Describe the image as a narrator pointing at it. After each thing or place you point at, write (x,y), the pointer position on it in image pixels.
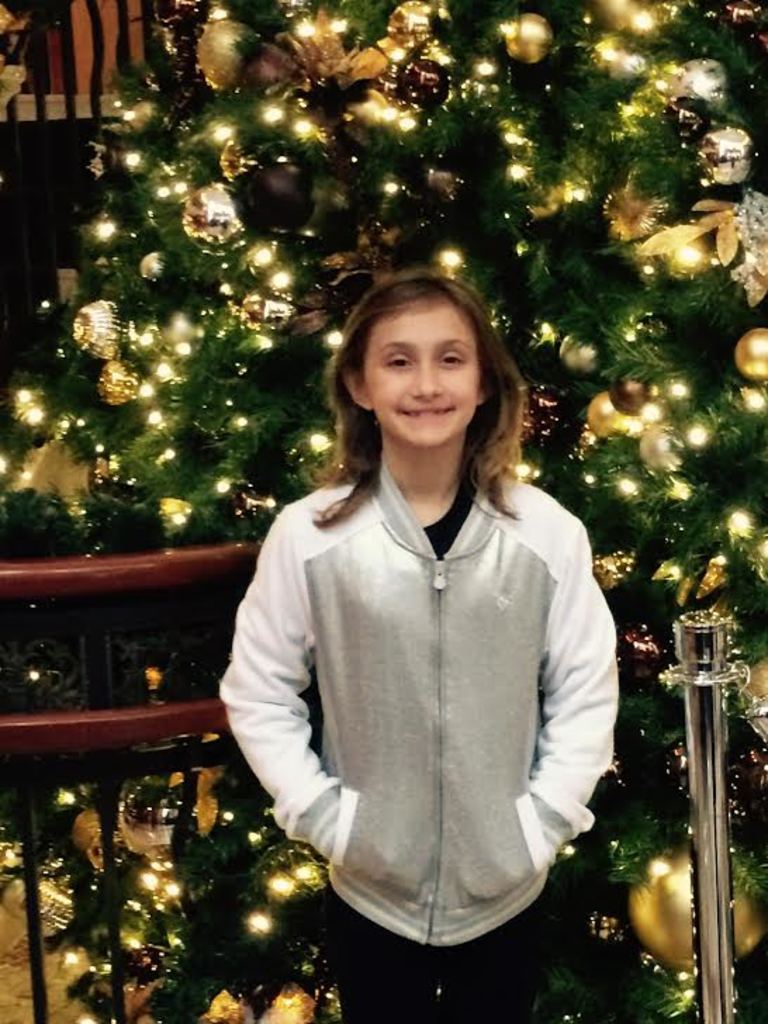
In this image there is a girl (364,605) standing with smile on her face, behind her there is a tree (701,588) with decoration (305,50), rod (692,848) and a railing (61,575).
